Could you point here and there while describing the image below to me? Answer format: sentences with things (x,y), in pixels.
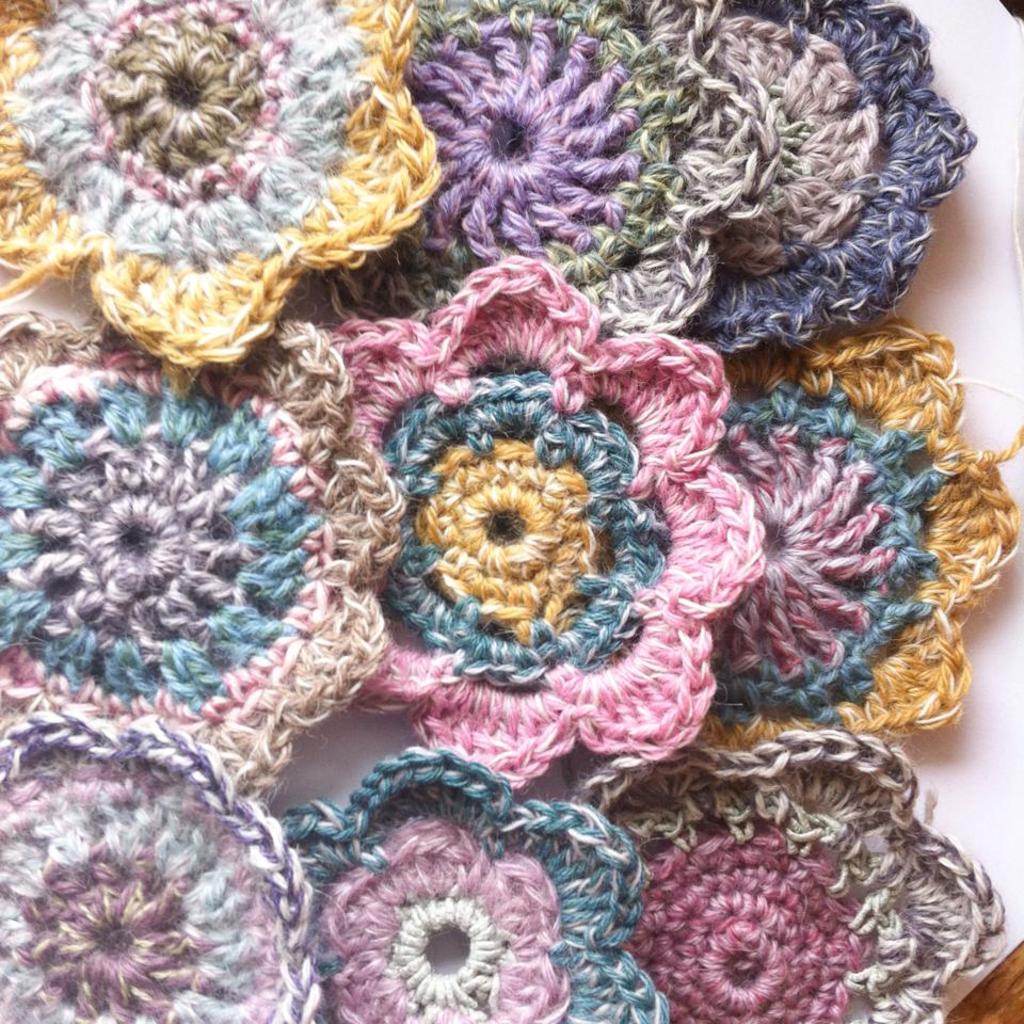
In this image we can see woolen crochet (460,473).
